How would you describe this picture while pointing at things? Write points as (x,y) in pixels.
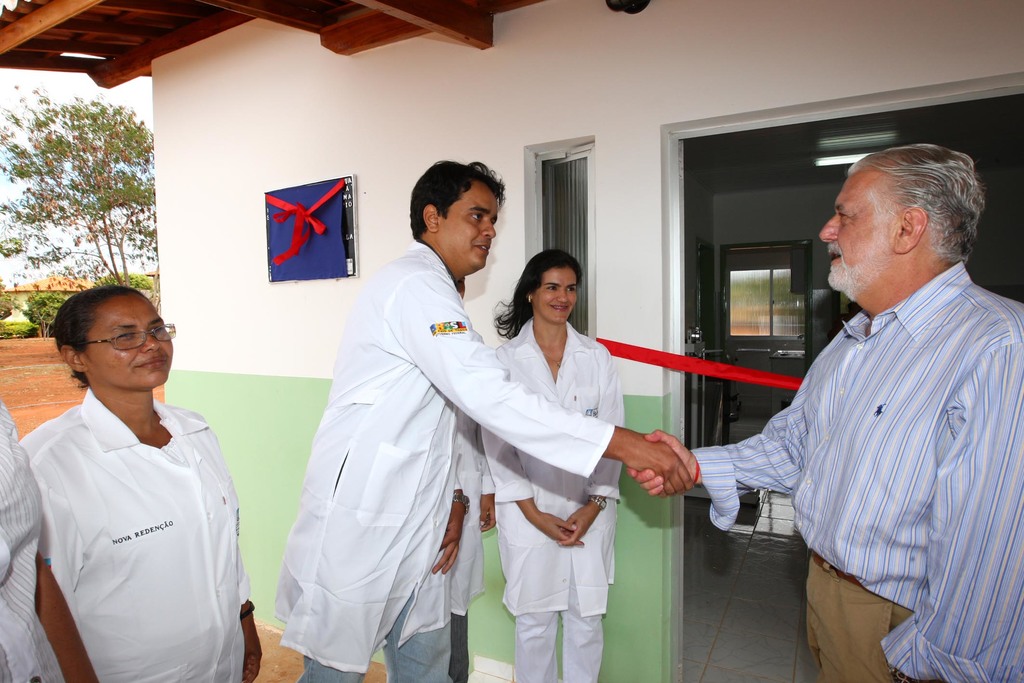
In this picture we can see four persons (562,507) standing here, in the background (343,319) there is a wall (507,136), we can see a window (793,308) here, on the left side (70,204) there is a tree (68,204), we can see the sky (28,85) at the left top of the picture (29,104).
